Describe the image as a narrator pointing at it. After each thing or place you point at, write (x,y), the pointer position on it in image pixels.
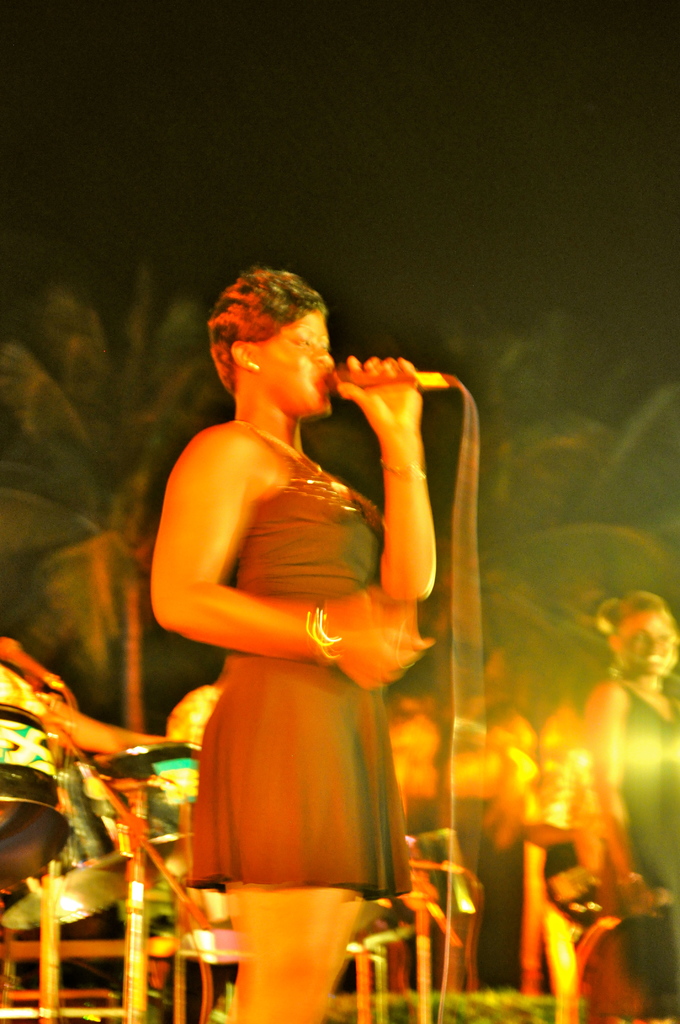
In the image there is a woman (252,596), she is standing and singing and behind the woman (213,738) there are some music equipment (440,835) and other people (631,802), in the background (581,684) there are trees (63,602).
